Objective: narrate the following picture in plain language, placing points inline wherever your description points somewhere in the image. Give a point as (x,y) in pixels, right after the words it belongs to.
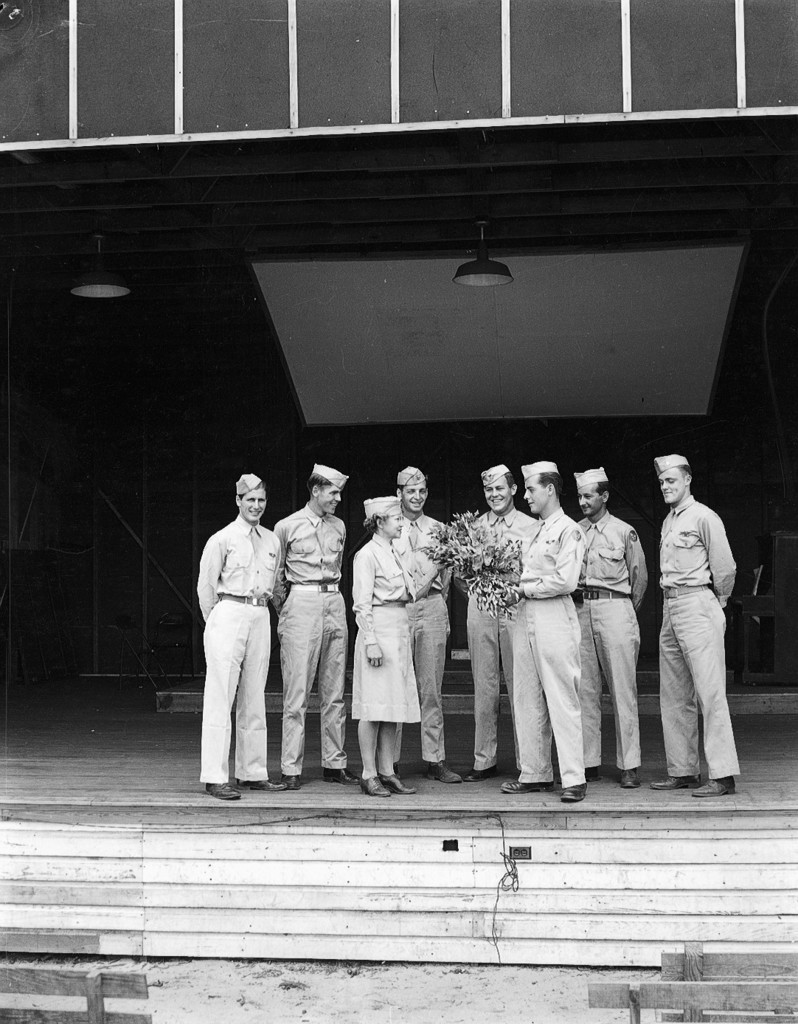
In this picture there are group of people (302,596) standing and there is a person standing and holding the bouquet (499,569). At the back (784,591) there is a table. At the top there are lights (116,284). In the foreground (740,1022) there are benches (779,975). At the bottom (408,1017) there is mud (342,984).
